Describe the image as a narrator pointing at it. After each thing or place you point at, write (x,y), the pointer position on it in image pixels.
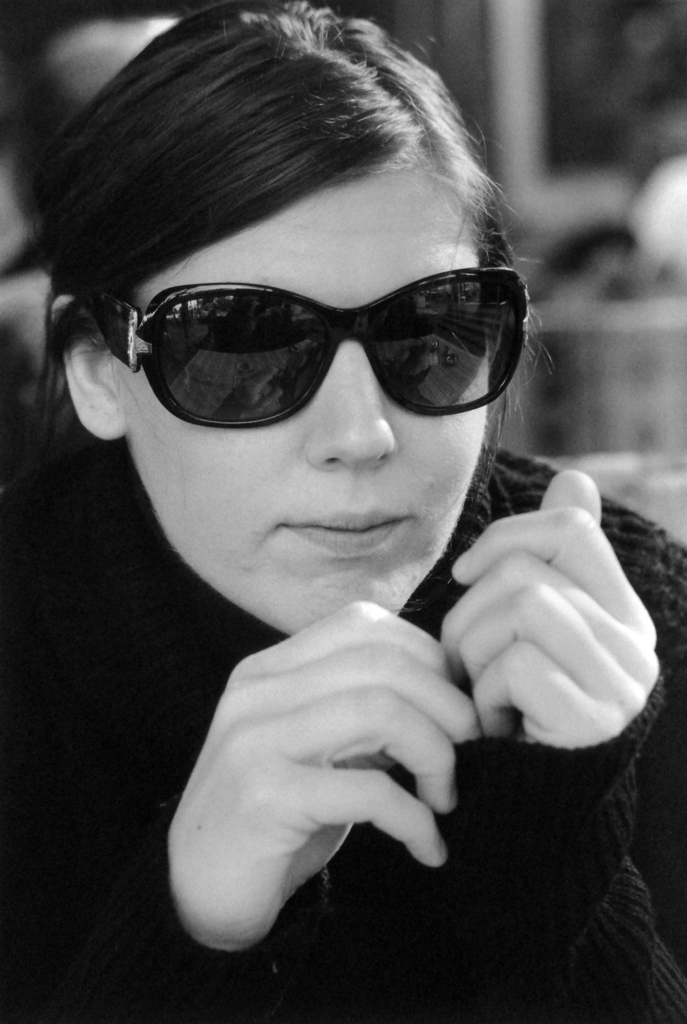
This is a black and white image. This image consists of a woman (352,448). She is wearing goggles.
